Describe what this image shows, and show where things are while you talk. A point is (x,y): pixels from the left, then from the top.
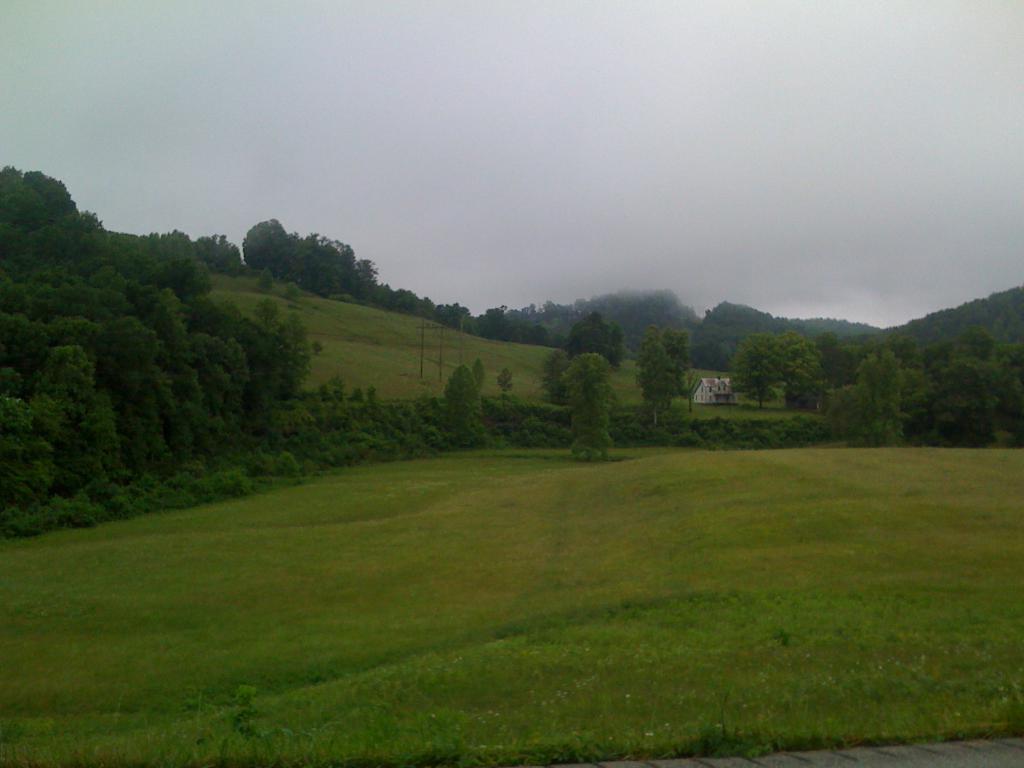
In this image I can see the ground (497,562), some grass (433,566), few plants (299,442) and few trees (185,332). In the background (527,403) I can see a building (711,388), few trees (692,363) and the sky (478,180).
